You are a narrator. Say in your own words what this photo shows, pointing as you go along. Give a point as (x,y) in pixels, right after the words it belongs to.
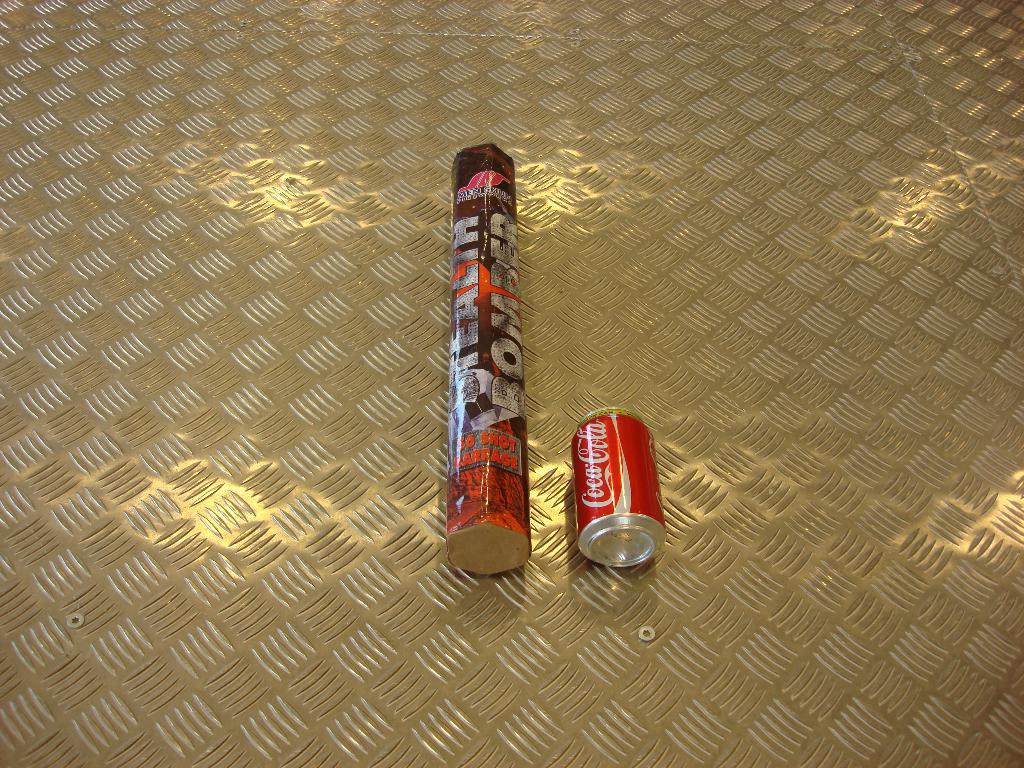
In this picture we see a coke can (645,488) which is red in color and on it, it is written as "Coca-Cola". Beside that, we see a popper (451,368) or blaster (479,192) and both of these are placed on floor (348,589).
